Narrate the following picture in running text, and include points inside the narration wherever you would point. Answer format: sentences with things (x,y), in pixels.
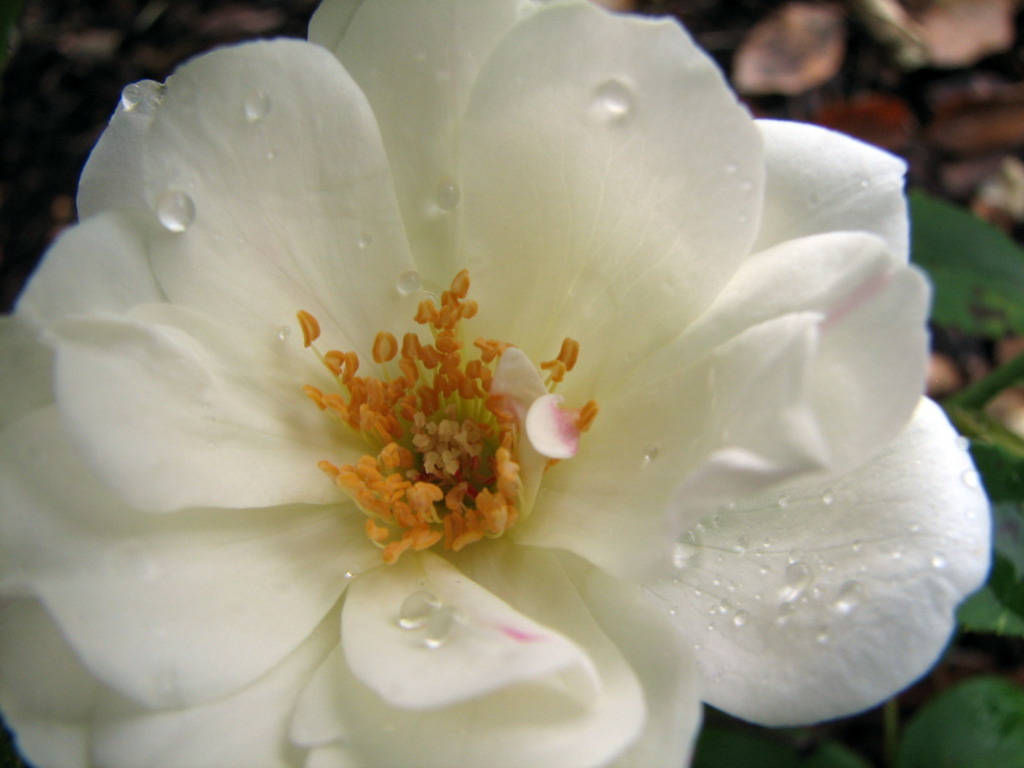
In this image I can see a white color flower (737,341), on the flower (301,165) I can see a water bubbles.
